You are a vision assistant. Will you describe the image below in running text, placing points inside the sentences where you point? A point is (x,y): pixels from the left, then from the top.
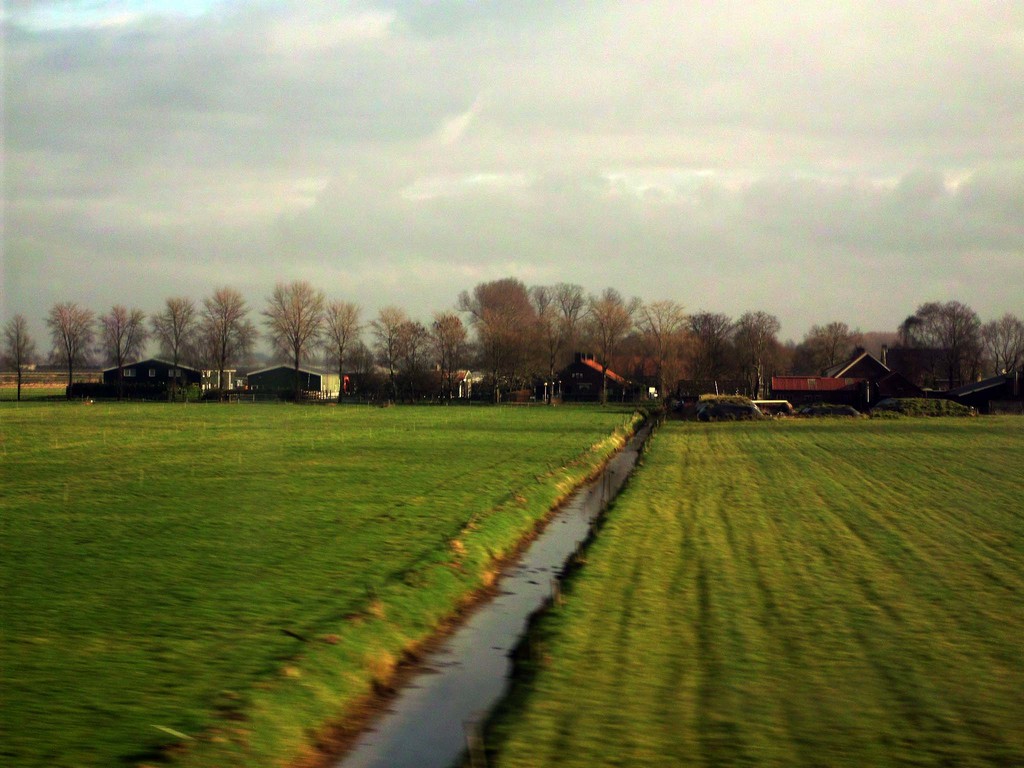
In the picture there may be fields (669,515), there is water (610,468), beside there are houses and there are trees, there is a cloudy sky (314,253).
